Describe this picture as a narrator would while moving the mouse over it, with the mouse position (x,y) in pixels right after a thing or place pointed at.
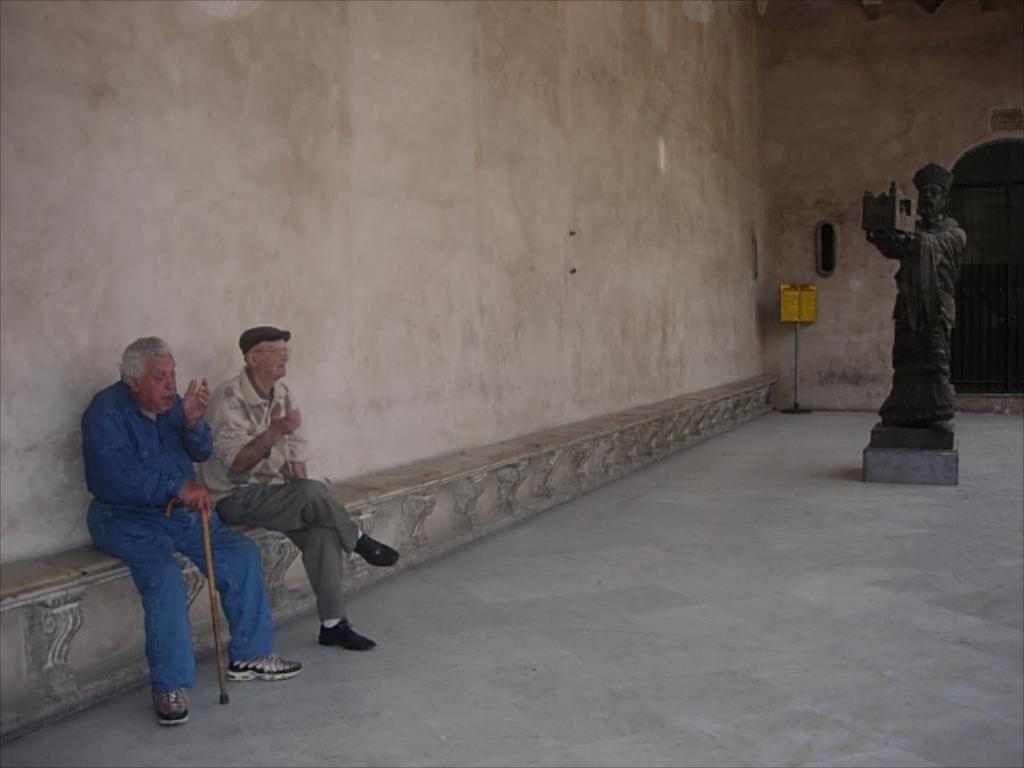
In this image I see 2 men (282,402) who are sitting and I see that this man (193,466) is holding a stick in his hand (196,490) and this man (223,431) is wearing a cap (250,335) and I see the path (751,582). Over here I see a statue (929,262) and I see the wall (786,156) in the background (551,163) and I see the pole (795,331) on which there is a yellow color thing (792,300).
